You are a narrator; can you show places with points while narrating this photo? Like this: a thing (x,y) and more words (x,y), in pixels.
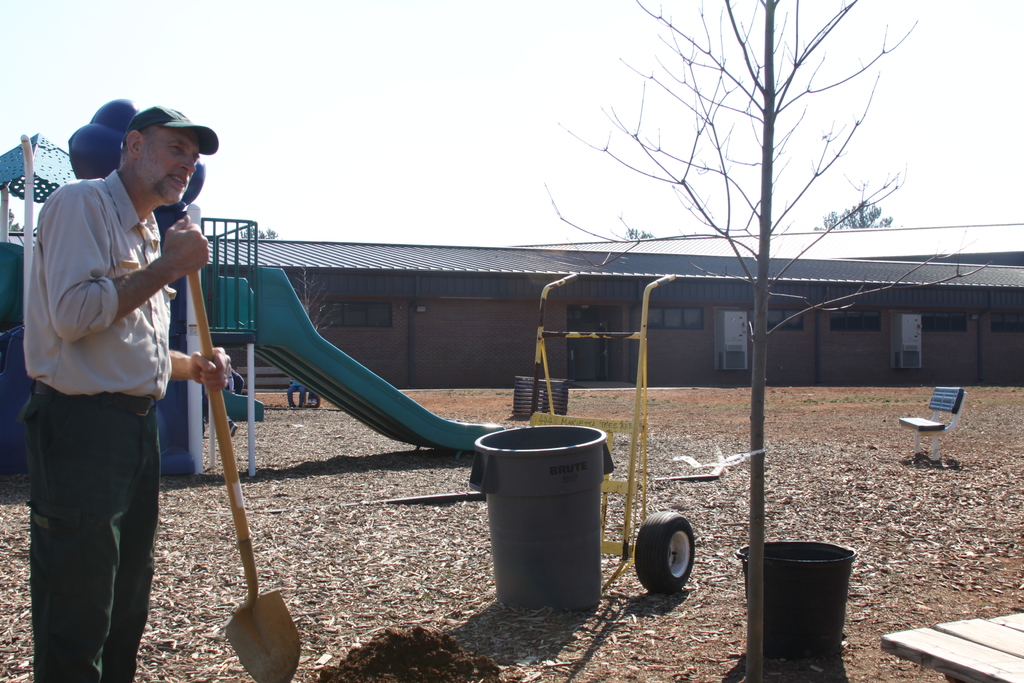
In the foreground of the picture (492,607) there are dustbin (546,497), tree (727,192), dry leaves (397,611), bucket (787,589), wheel (666,552), a person (155,453) holding a tool (253,612) and table (929,666). In the center of the picture (368,392) there are bench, slide (412,416) and other objects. In the background (698,299) there is a building (925,260) and trees (853,223). Sky (662,235) is sunny.
